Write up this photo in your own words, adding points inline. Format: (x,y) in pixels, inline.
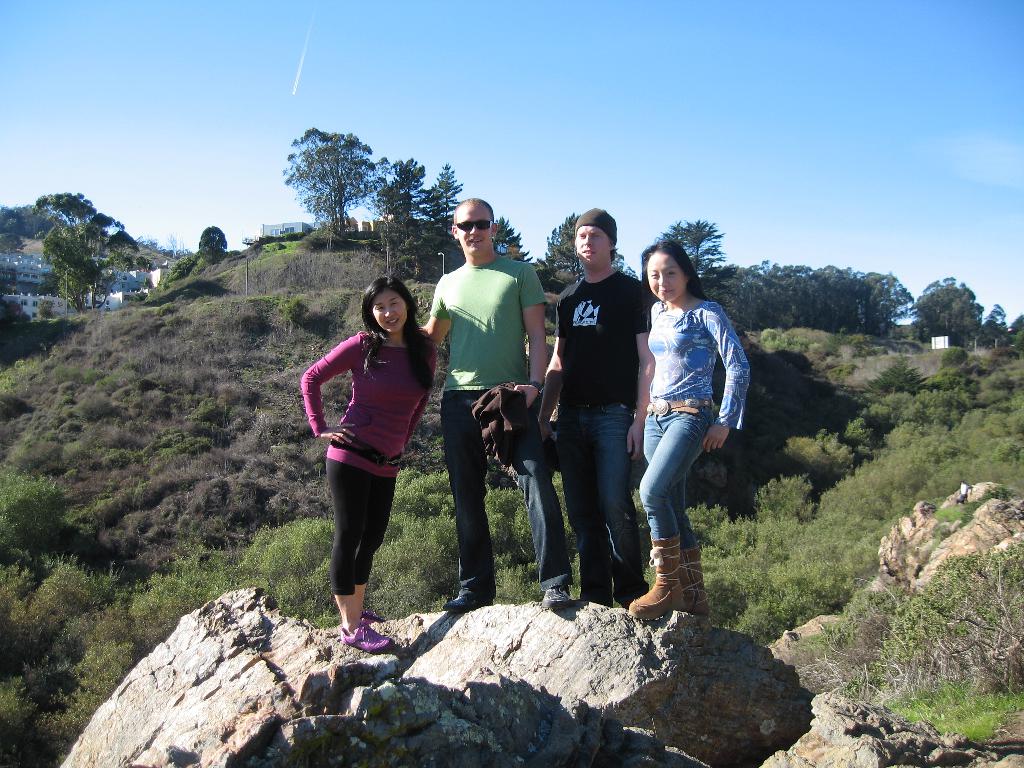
In this image I can see four people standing on a rock (445,690) and posing for the picture I can see some buildings (118,286) and trees (318,197) and mountains (150,342) behind them.
